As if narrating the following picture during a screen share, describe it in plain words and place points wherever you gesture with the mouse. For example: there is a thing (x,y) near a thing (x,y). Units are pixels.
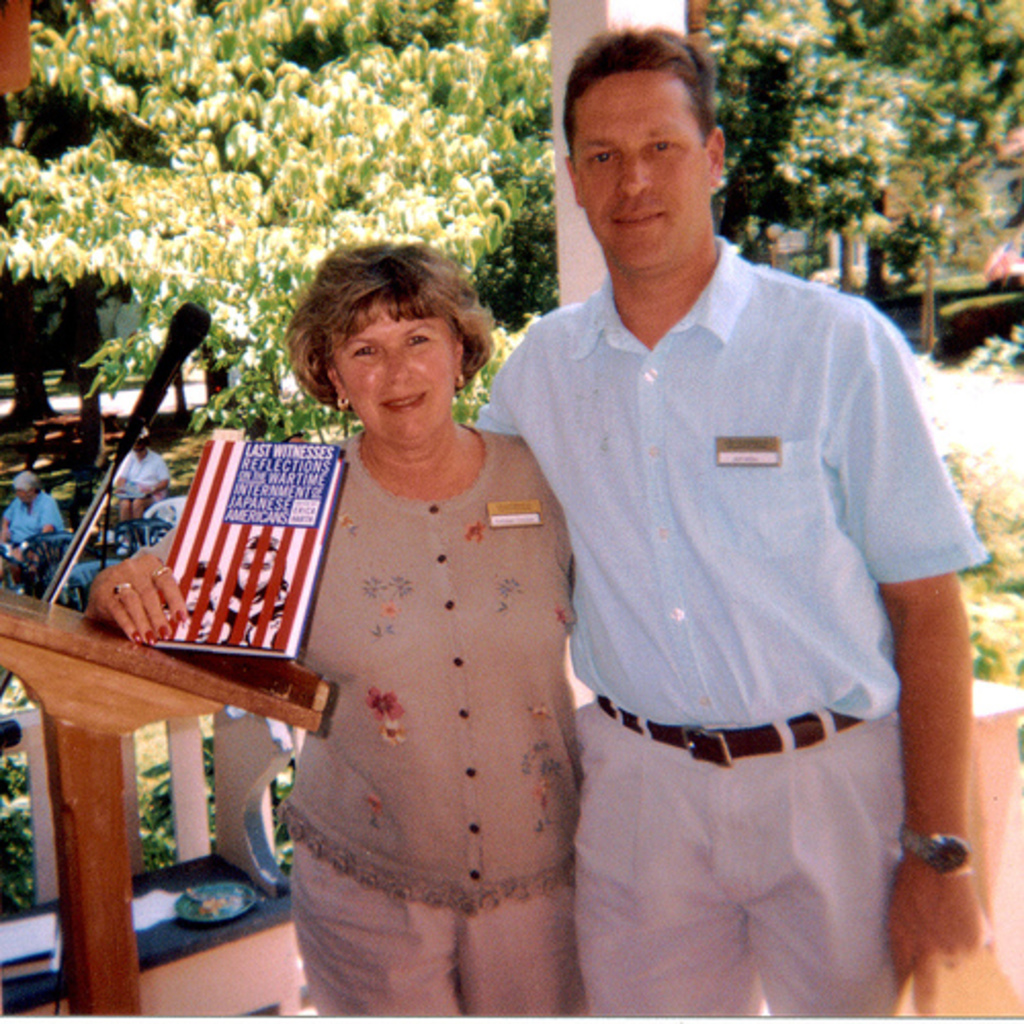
In this image, there are a few people (369,556). Among them, a person (335,542) is holding some object (217,635). We can see the podium (95,671) and a microphone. We can also see some trees (78,327), chairs (67,548) and plants (1014,572). We can see the ground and a blue colored object (200,900).
